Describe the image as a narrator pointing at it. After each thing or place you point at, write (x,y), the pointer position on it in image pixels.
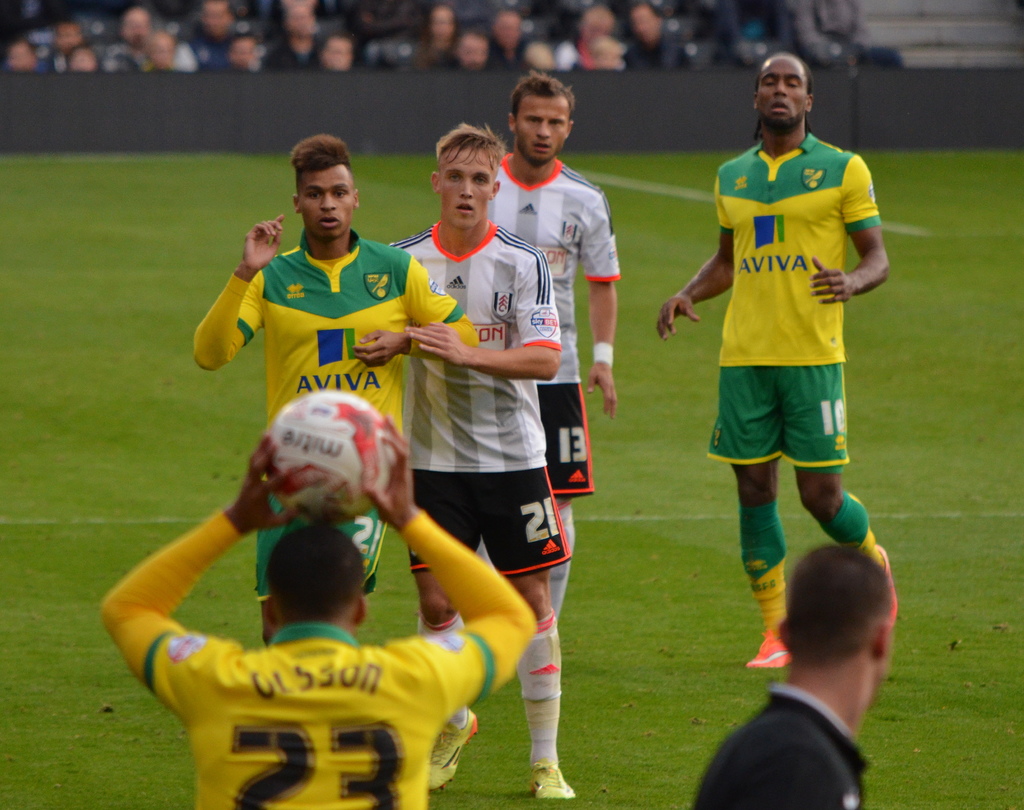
There are two teams (400,382) playing with a ball (333,429) in a ground (166,465). In the background (599,30) we can observe some audience (383,30) who are watching the match.
